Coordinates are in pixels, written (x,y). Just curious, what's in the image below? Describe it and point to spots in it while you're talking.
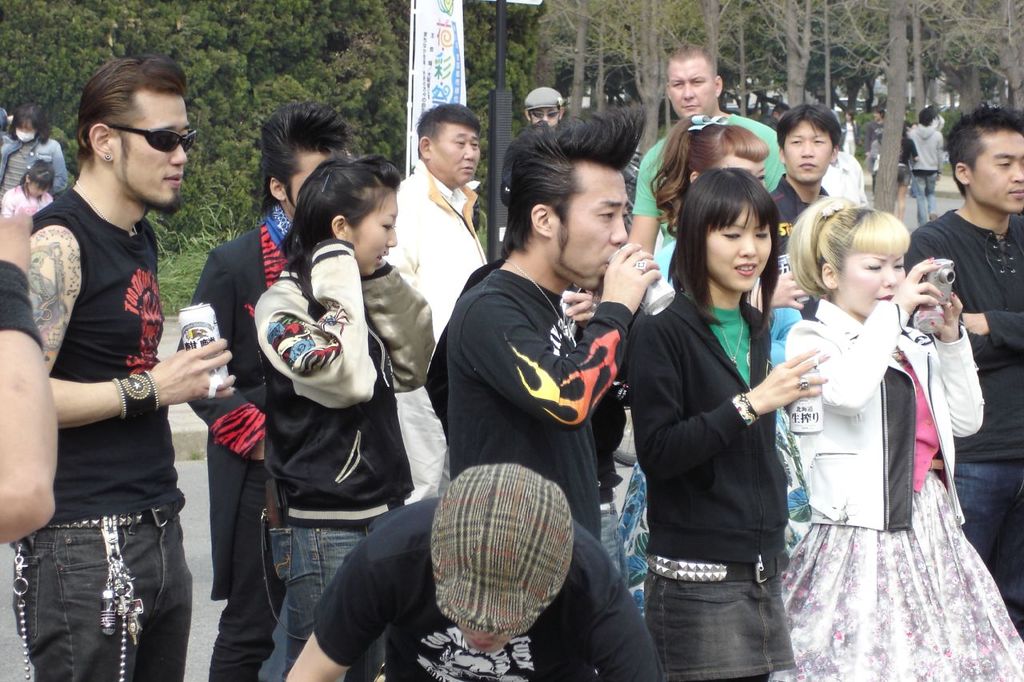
In this image I see number of people (717,128) in which these 3 of them (81,491) are holding cans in their hands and this woman (838,367) is holding a camera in her hands (918,274). In the background (308,26) I see the trees (566,110) and I see the pole (500,25) over here and I see few more people (872,129) over here.
